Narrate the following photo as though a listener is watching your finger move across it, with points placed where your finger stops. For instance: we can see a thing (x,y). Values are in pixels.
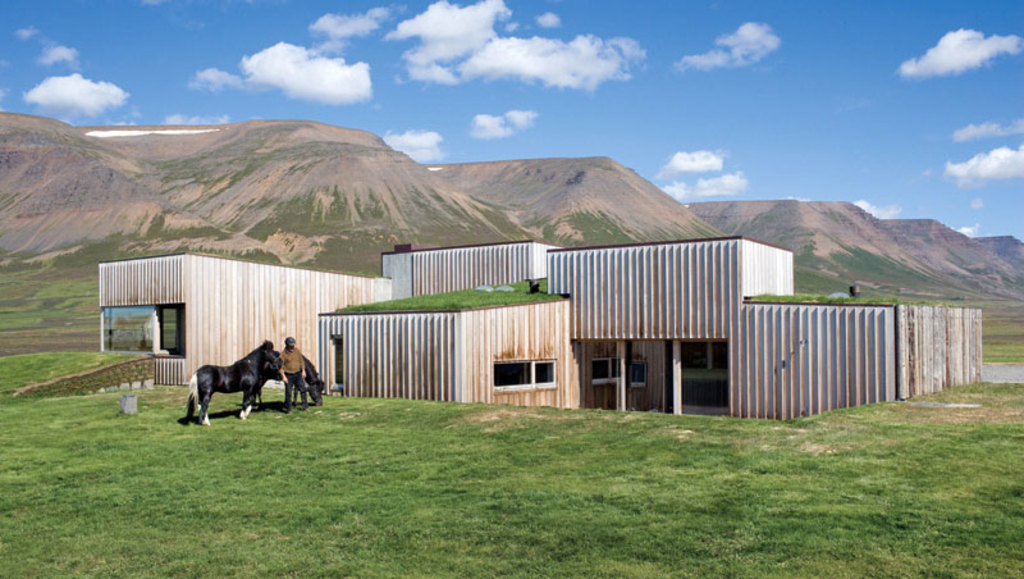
In this image we can see there are sheds (329,295), animals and grass (300,449). There is a person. There are mountains (361,173). In the background (505,155) we can see cloudy sky (585,101).
